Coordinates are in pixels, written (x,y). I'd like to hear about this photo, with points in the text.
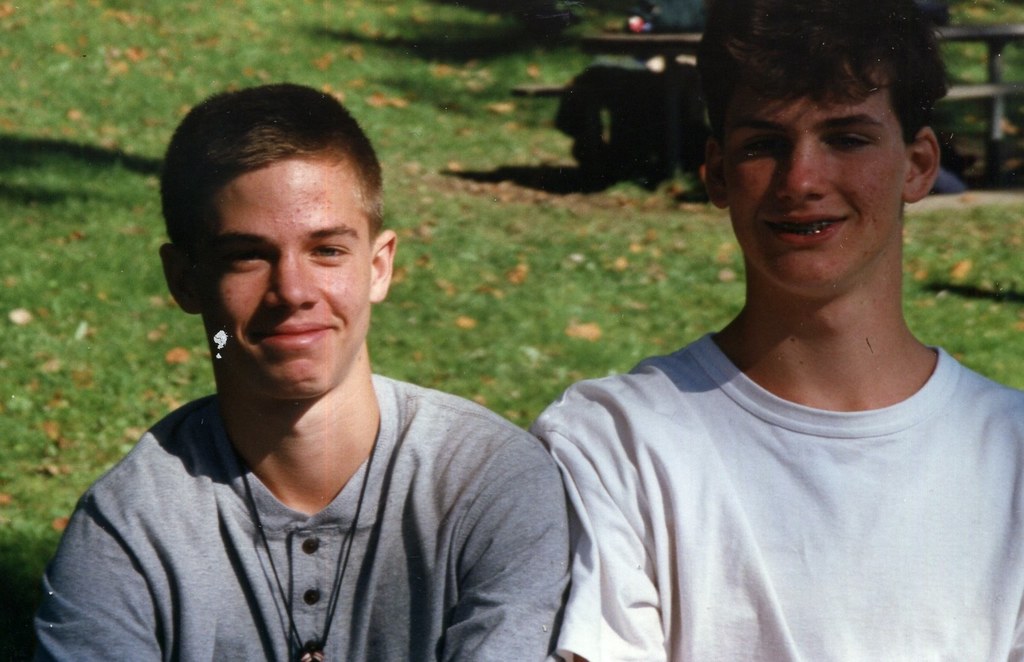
On the left side (315,527), there is a person (273,389) in a t-shirt (214,541), smiling. On the right side (932,544), there is a person (841,300) in a white color t-shirt (833,585), smiling. In the background (445,29), there is an object (678,144), which is on the grass (449,122).
